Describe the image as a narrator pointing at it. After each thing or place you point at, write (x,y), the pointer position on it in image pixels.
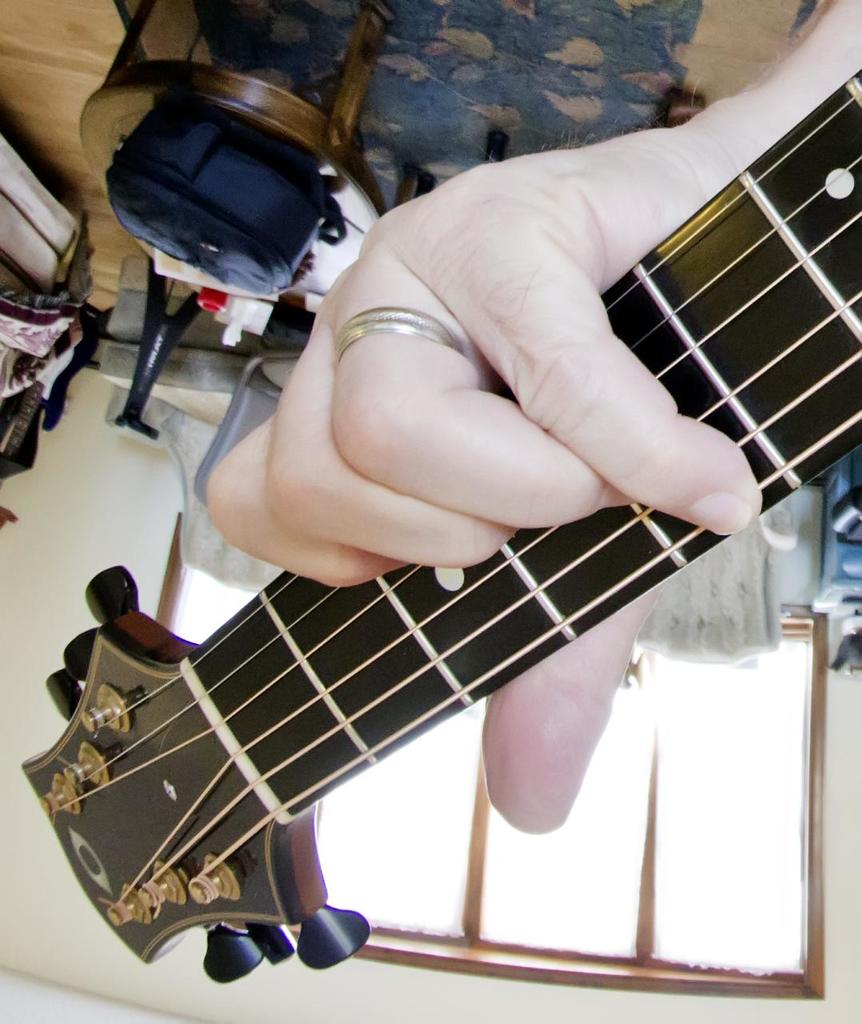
In this picture I can observe a guitar (52,775) which is in black color. This guitar (221,660) is in the human hand (414,477). I can observe ring (449,336) to the finger (435,429). There is a table (140,98) on which a blue color bag (203,218) is placed on the floor (103,51). I can observe a carpet (451,57) on the floor (415,95).
